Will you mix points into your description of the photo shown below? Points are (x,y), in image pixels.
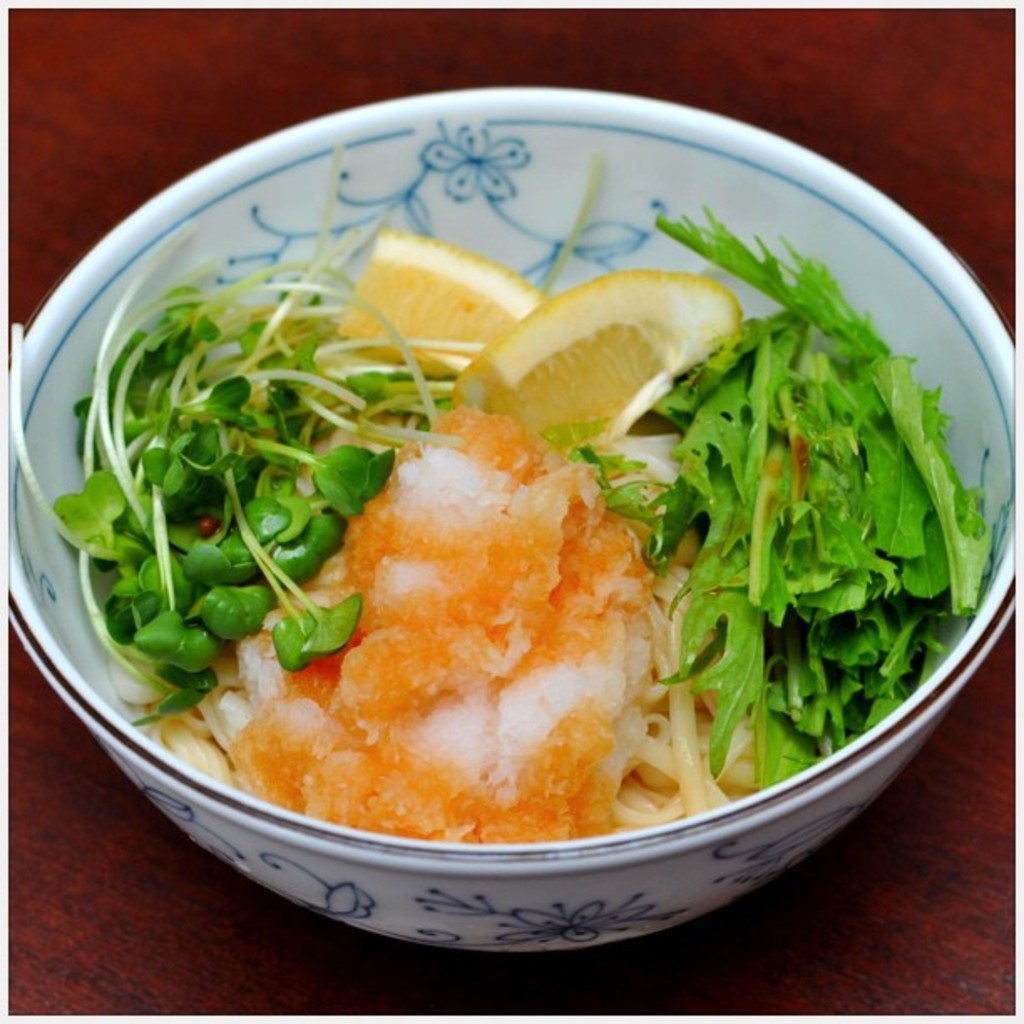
In this image, we can see a table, on that table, we can see a bowl (992,497) with some fruits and vegetables (537,573).
